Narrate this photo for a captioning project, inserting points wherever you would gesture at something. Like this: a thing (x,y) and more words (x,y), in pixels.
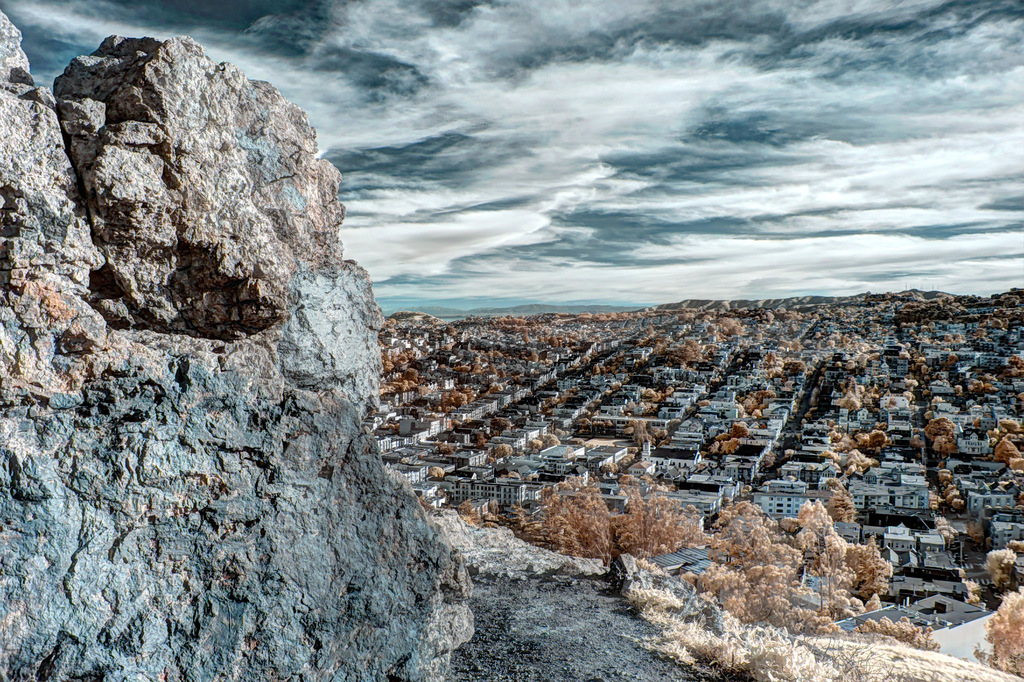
In front of the image there is a rocky mountain (279,439), in front of the mountain (42,580) there are buildings (752,426) and trees (682,351). At the top of the image (740,217) there are clouds (681,210) in the sky (639,184).
